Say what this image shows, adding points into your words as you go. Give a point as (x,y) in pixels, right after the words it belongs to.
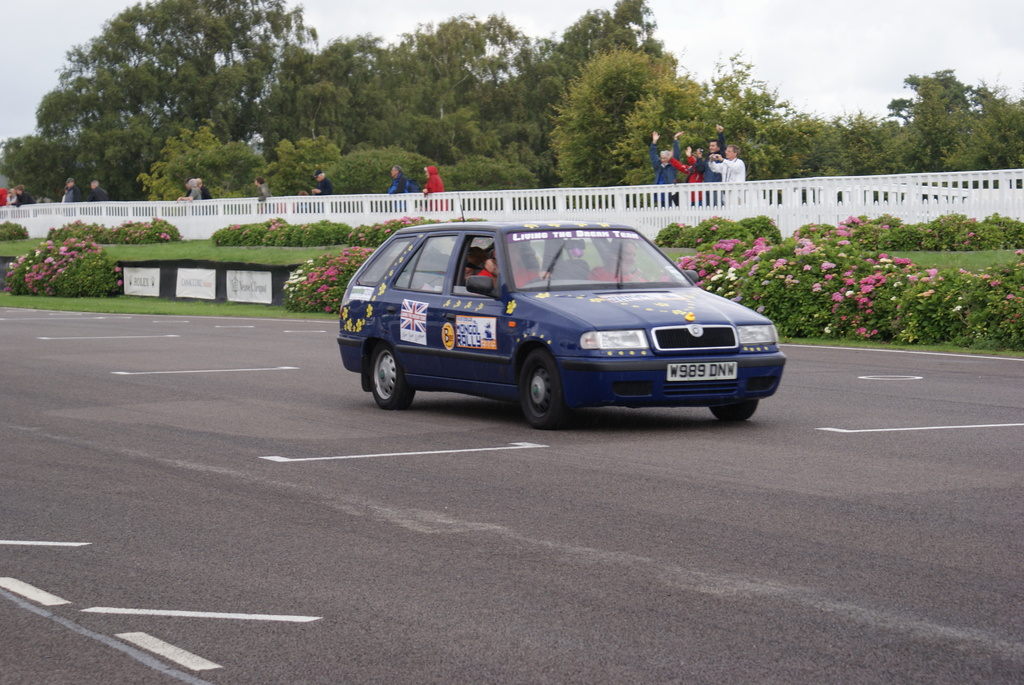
In this image I see a car (565,266) which is of blue in color and I see few alphabets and numbers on this plate (685,374) and I see 2 people (527,267) in it and I see the road (961,610) on which there are white lines (93,338). In the background (55,280) I see the green grass (136,249), bushes (742,255) on which there are flowers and I see the white wall (573,217) and I see few people (12,197), trees (378,129) and the sky (43,54).
